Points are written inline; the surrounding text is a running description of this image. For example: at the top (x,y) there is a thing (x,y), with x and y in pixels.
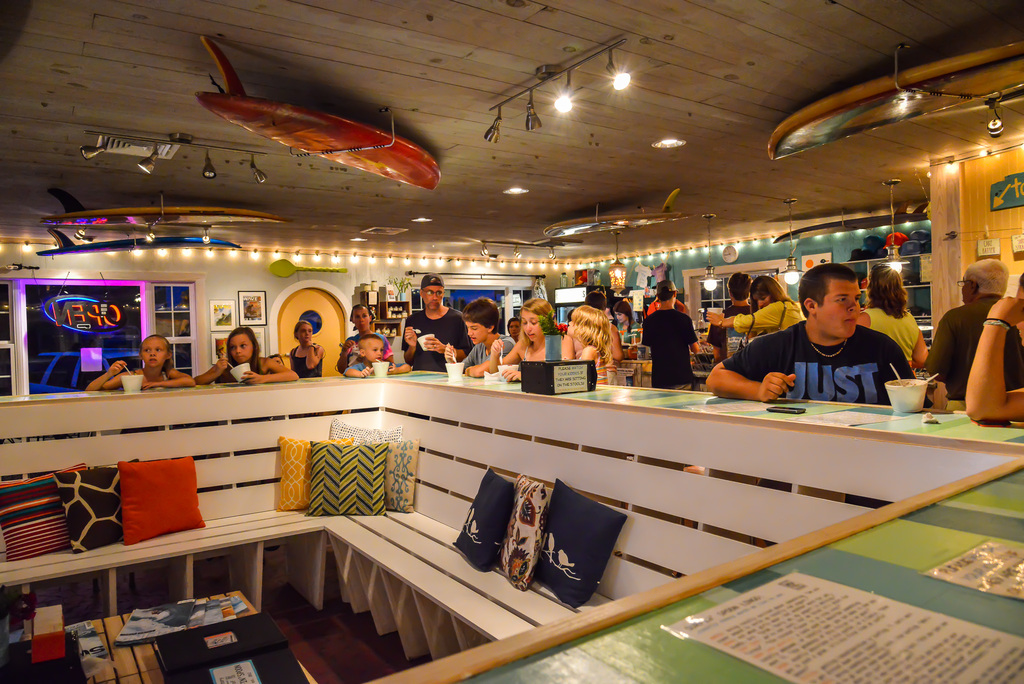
In this image there are few people (411,326) in the room (504,326) in which some of them are around the table (770,553) and eating some food item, on the table (648,627) there are plastic bowls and posters (855,636), there are few pillows (527,524) on the benches (411,429), few books (231,649) on the wooden table (118,658), a few lights (545,78) and objects (671,204) hanging from the roof (671,237), there are a few posters (1000,193) attached to the wall (973,244).
